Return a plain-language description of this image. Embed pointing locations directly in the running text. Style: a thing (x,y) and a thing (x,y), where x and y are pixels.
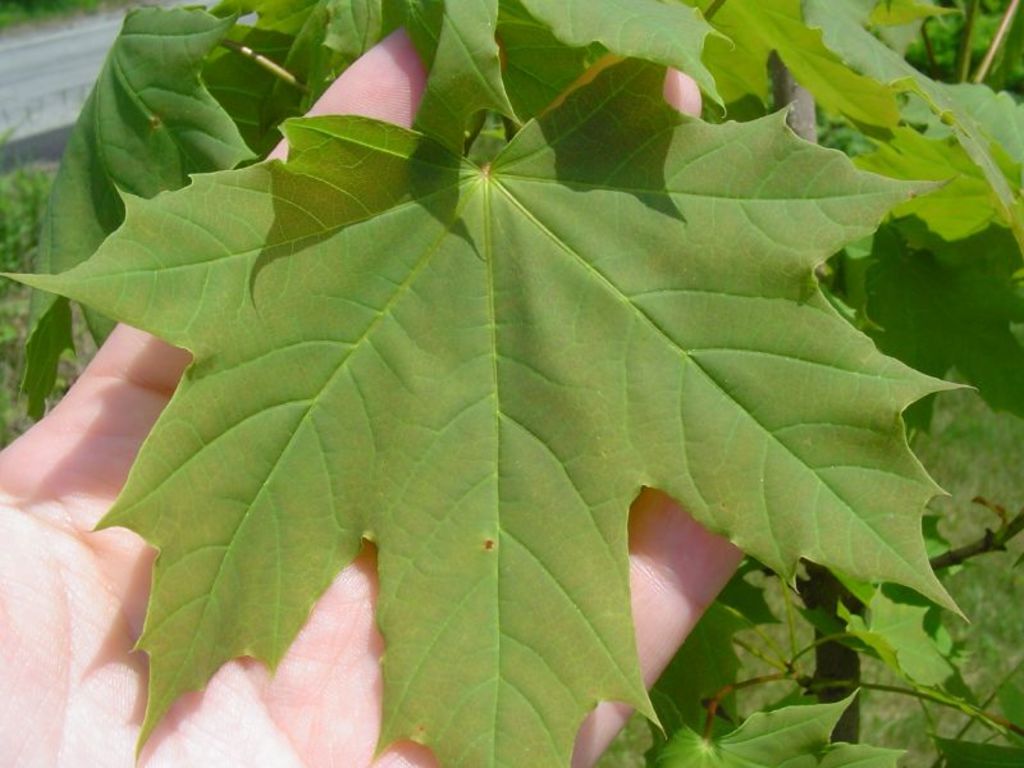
In this picture we can see a person's hand (692,611) who is holding this leaf (443,293). On the top right (969,56) we can see a plant (944,144). On the top left corner (63,16) there is a road (70,91) and grass (1,2).
